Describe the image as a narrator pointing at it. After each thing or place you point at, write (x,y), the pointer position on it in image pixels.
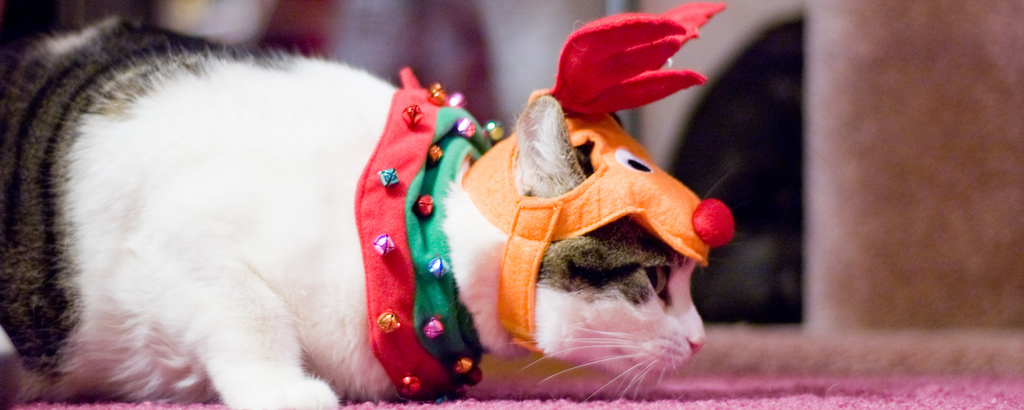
In this picture there is a cat (33,179) and there is an orange color cap (518,282) on the cat (542,325). At the back (679,154) it looks like a wall (870,131). At the bottom (624,387) there is a pink color mat (735,394).
